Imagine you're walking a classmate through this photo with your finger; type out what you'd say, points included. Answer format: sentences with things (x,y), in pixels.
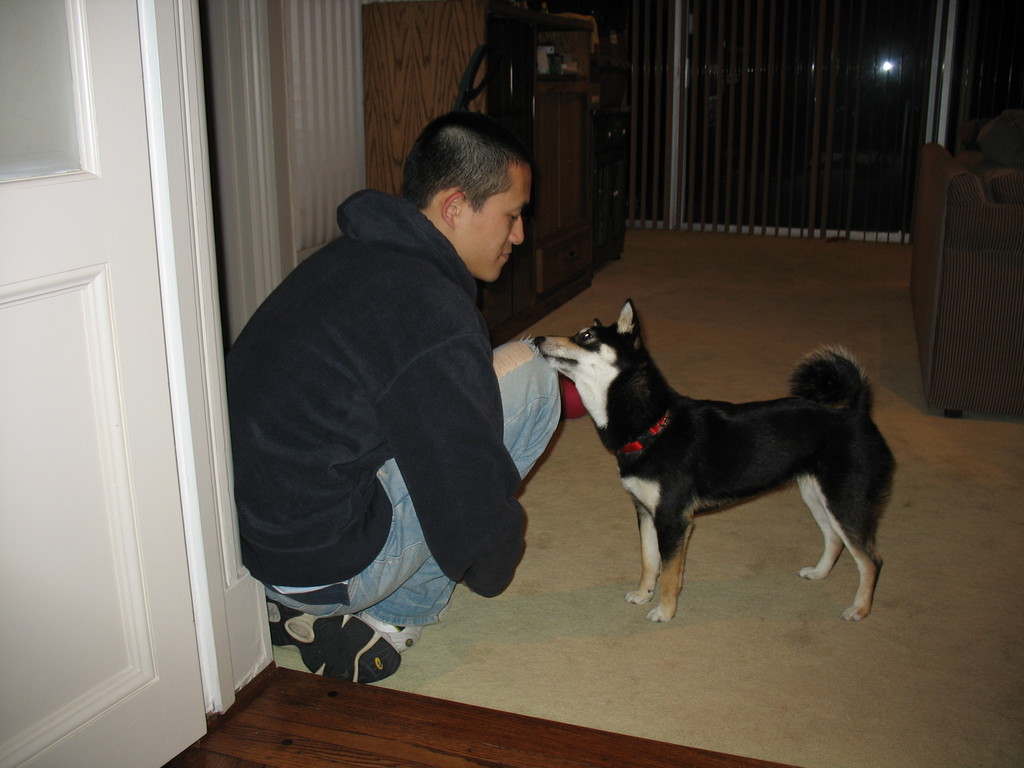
In this image there is a dog (692,404) and in front of the dog (660,485) there is a person (407,251), behind the person (366,418) there is a door (112,152). In the background (214,132) there is a wall (349,63), in front of the wall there is a cabinet (562,154) and on the right side of the image (966,226) there is a sofa (971,271). At the bottom of the image (761,671) there is a floor (757,703).
